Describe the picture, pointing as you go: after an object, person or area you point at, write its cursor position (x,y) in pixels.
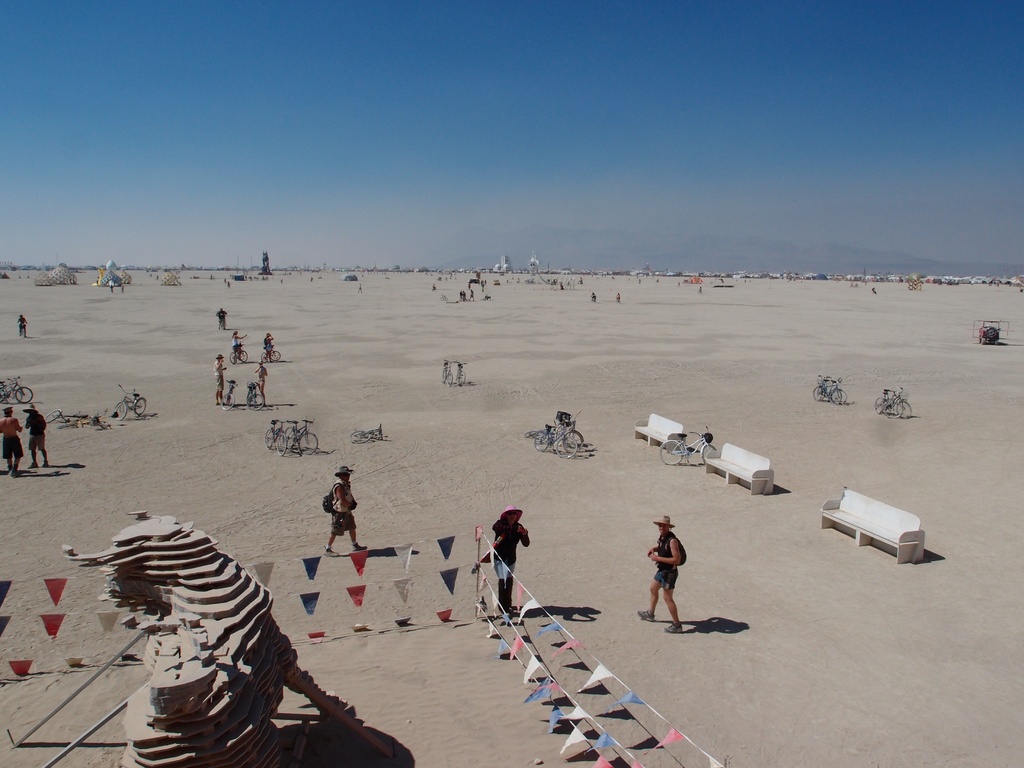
In this picture we can see an art (202,756). There are a few color papers (263,570) on a rope (617,746) on the left side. We can see a few people (331,495), bicycles (580,413), benches (847,513), tents (44,278) and other objects (64,267) on the path (331,728). Sky (160,166) is blue in color.
